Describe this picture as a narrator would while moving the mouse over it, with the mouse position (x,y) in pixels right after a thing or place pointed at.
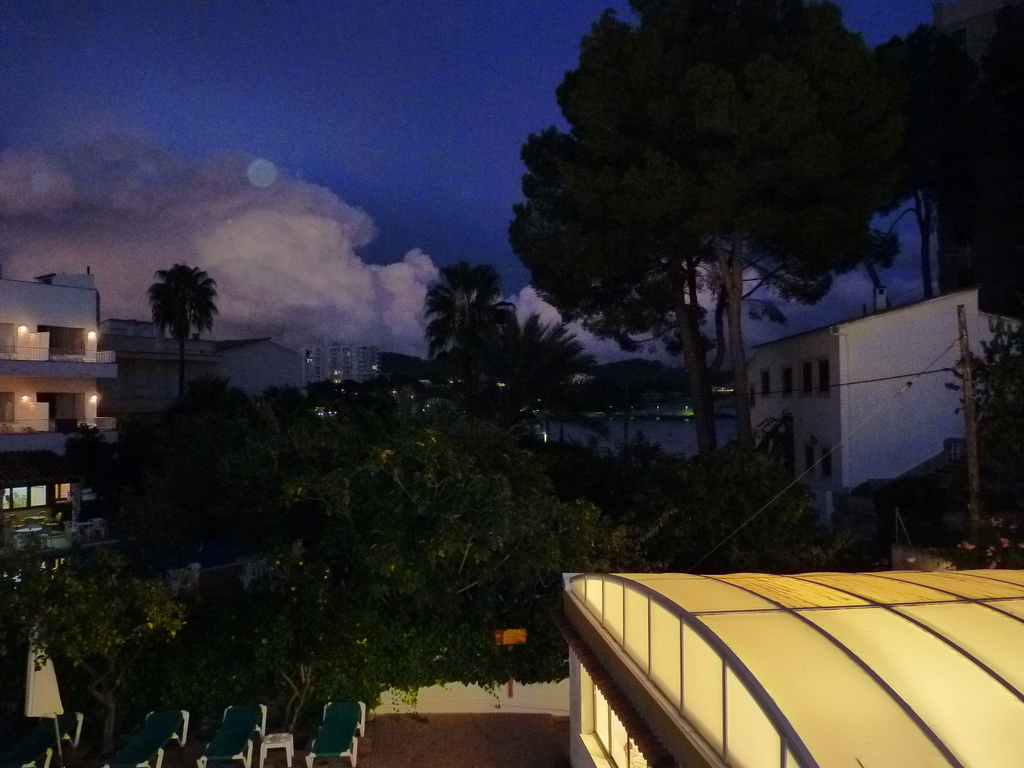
There are plants (324,662), it seems like chairs (256,713) and a roof (694,737) in the foreground (321,547), there are buildings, trees (522,209) and moon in the sky (336,286) in the background (771,161).
